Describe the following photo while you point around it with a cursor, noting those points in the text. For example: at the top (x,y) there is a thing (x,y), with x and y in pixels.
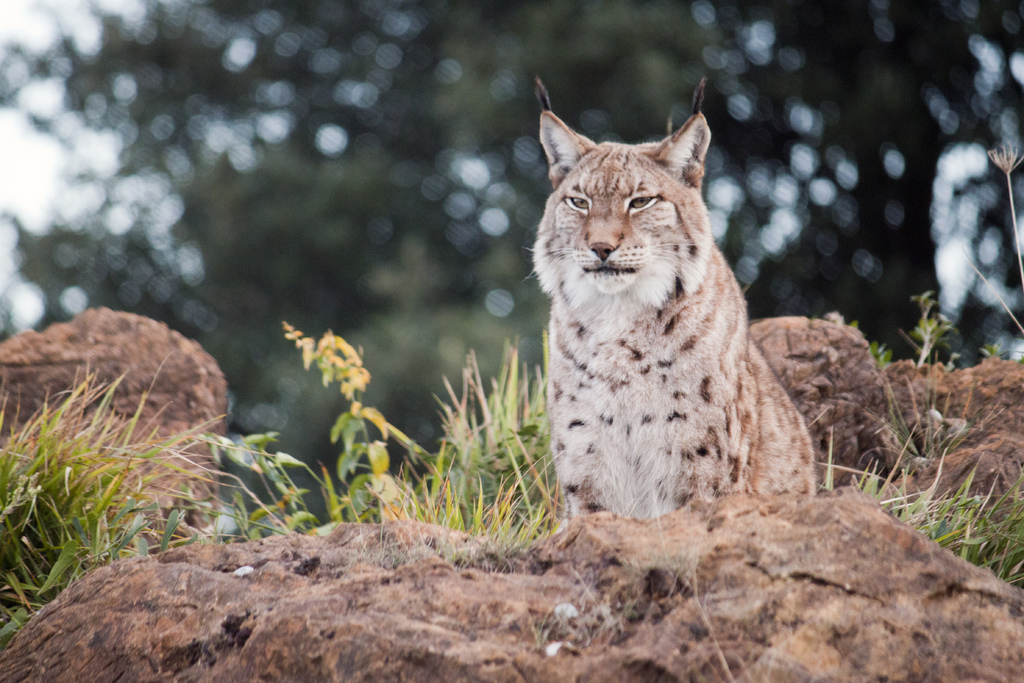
In this picture, we can see a lynx (616,386) sitting on grassy ground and in front of the lynx (595,507) there are rocks (568,566) and behind the lynx (639,365) there are trees (284,186) and a sky (54,184).
